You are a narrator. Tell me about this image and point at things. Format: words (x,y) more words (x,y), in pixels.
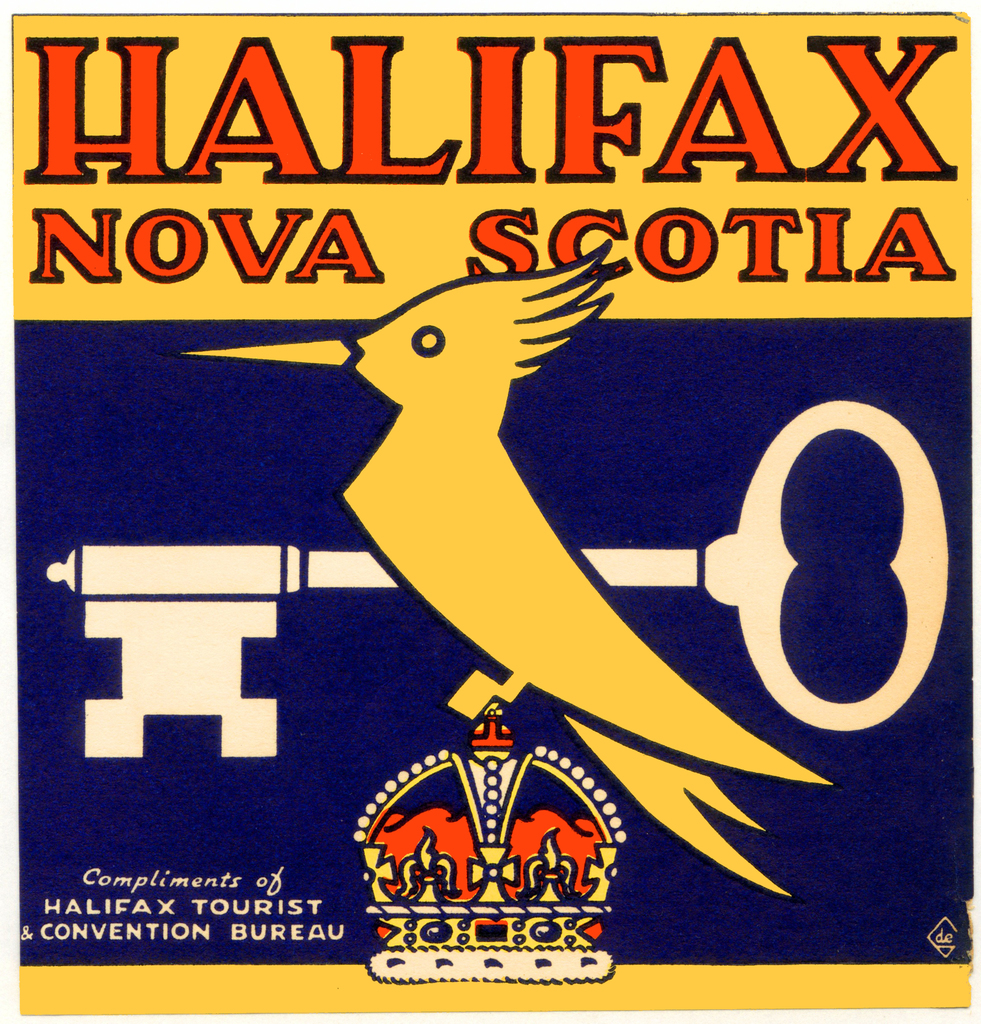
This is a poster (423,565). On this poster (502,655) we can see picture of a bird (571,566), key (781,684), and a crown (517,782). There is text (828,237) written on it.
